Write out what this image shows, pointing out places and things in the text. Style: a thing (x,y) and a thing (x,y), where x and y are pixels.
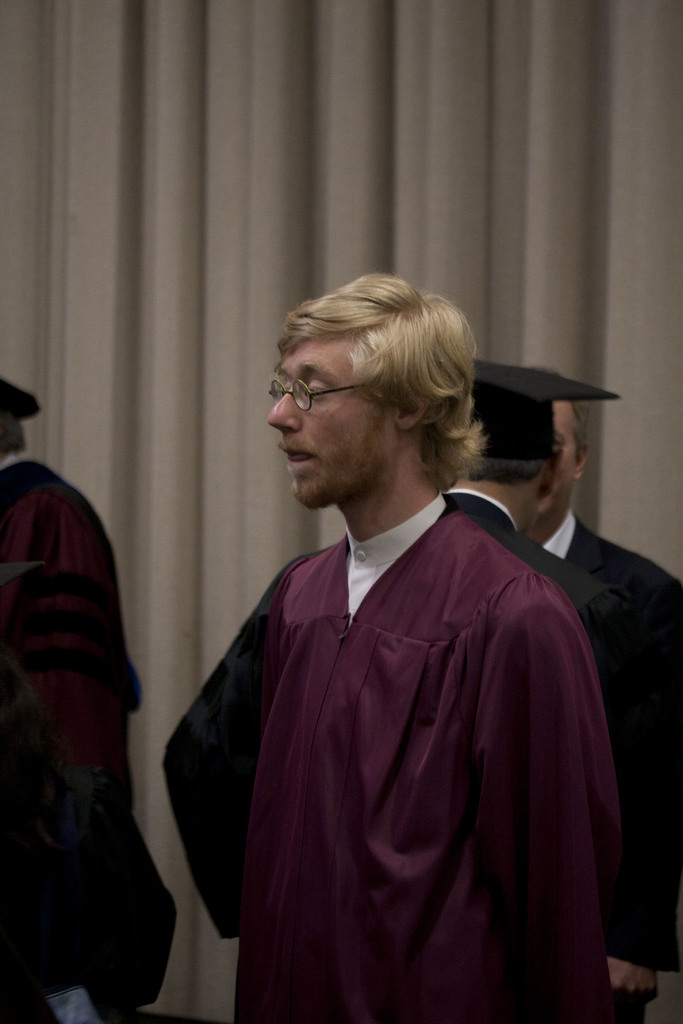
In this image we can see a man (367,966) is standing, he is wearing the graduation dress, at the back (481,143) there are persons (13,428) standing, there is a curtain (161,302).
